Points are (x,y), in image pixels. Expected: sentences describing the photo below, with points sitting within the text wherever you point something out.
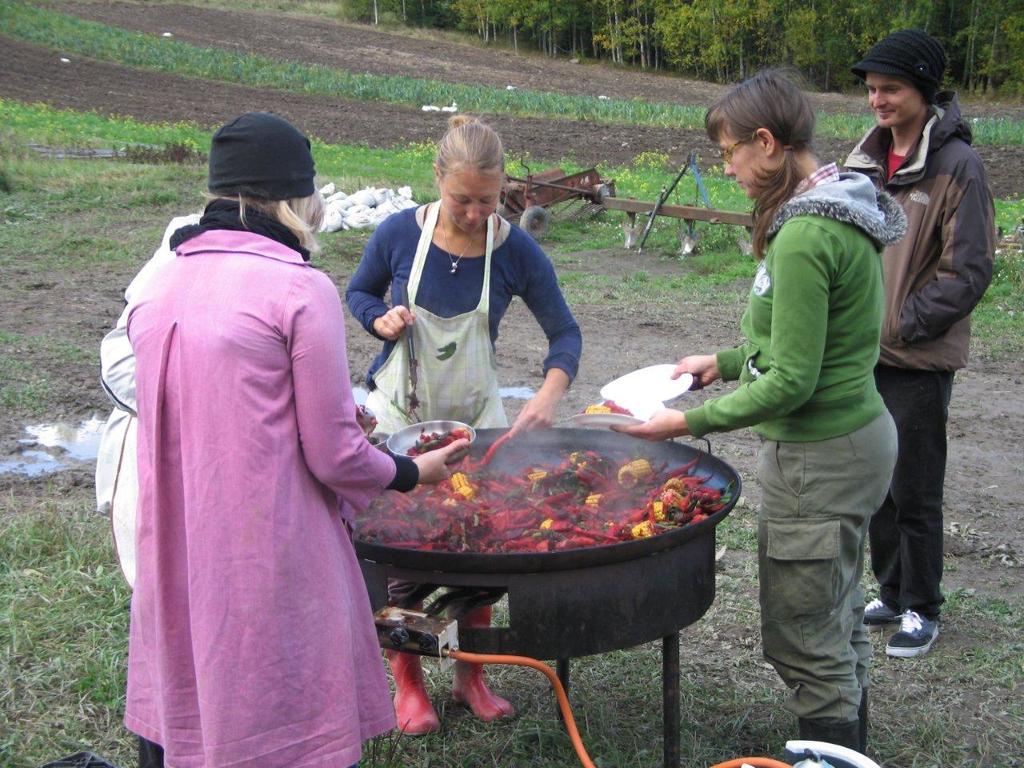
In the image there is a stove (469,588) with vessel (441,564) and food item (577,451) in it. There is a pipe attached to that vessel (604,432). Behind the vessel (582,435) there is a lady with apron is standing. And there are few people (213,484) standing and holding the plates (661,368) in their hands (687,367). On the ground (47,272) there is grass (712,198). Behind them there is machine (689,220). At the top of the image (700,65) there are many trees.
